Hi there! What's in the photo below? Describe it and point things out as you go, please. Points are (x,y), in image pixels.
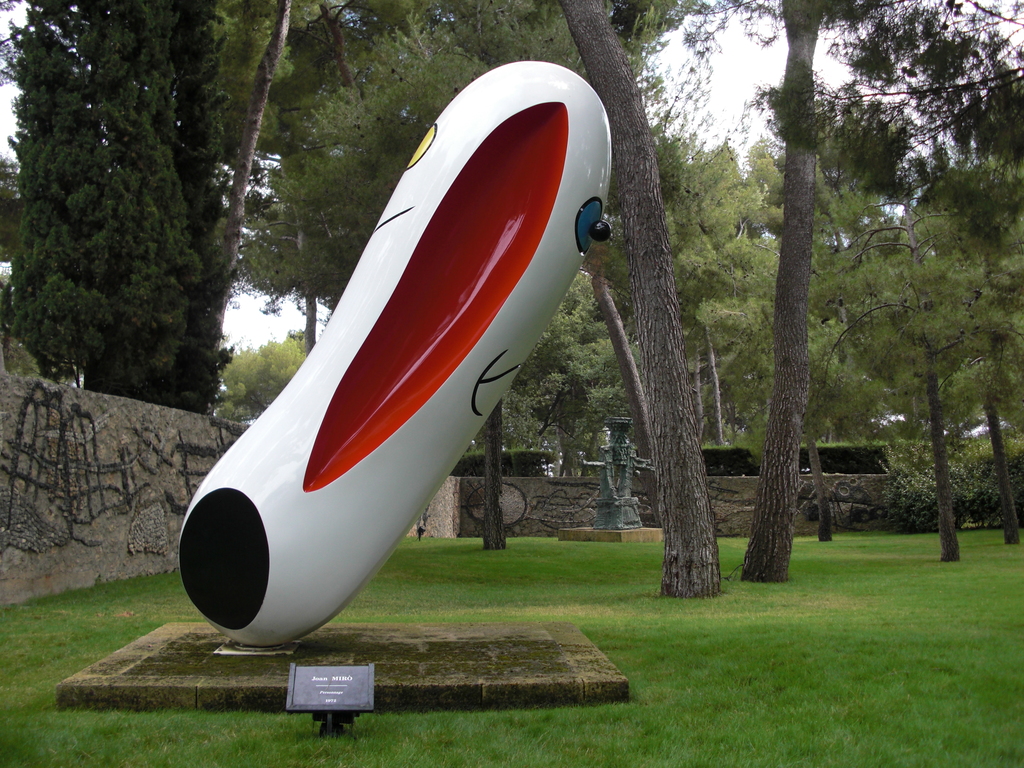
In this image we can see statues (313,603), board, grass (928,645), wall (14,430), and plants (871,465). In the background (15,48) there are trees (958,219) and sky (758,101).
